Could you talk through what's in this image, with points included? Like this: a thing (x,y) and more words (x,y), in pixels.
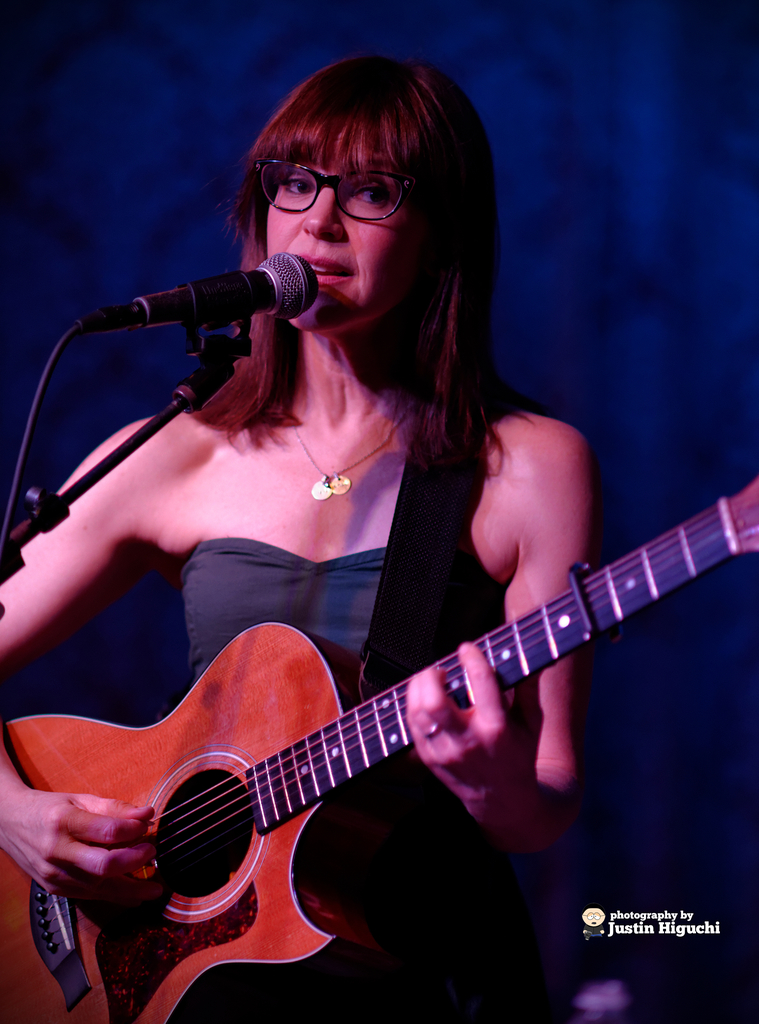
A woman (275,620) is standing and holding a guitar (328,702) and also she is singing in the microphone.
